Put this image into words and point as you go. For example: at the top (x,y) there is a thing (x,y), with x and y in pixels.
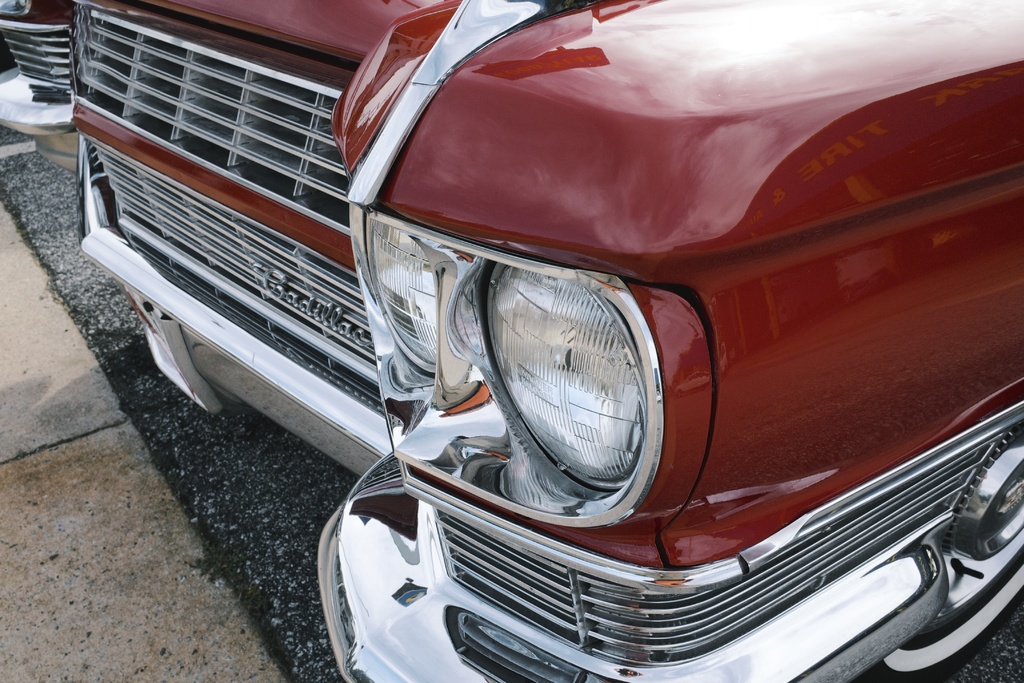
Here we can see a red color vehicle (428,216) on the road (65,231).
